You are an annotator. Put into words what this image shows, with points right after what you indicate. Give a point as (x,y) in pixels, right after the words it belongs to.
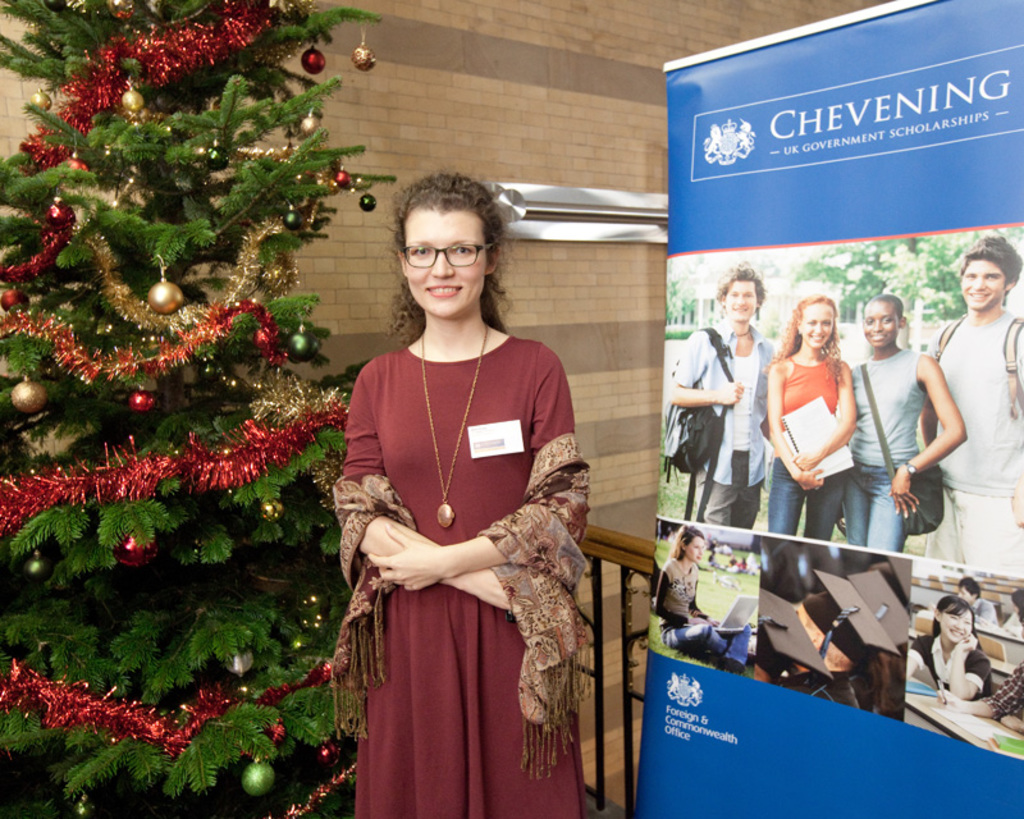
In this image we can see a girl (404,540) standing on the floor (597,813), beside her there is a Christmas tree (200,668). On the right side (786,271) there is a banner (827,629), beside the banner (694,664) there is a railing (646,568). In the background (562,129) there is a wall (577,147).
